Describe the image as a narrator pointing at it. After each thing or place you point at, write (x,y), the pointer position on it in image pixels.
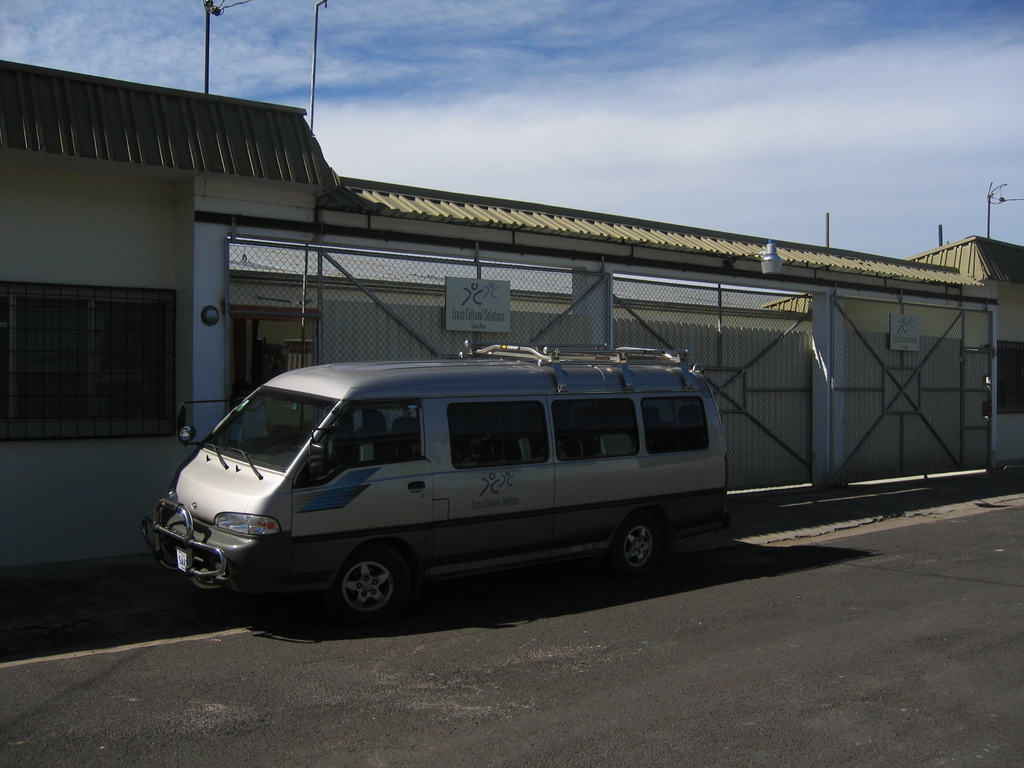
In this image we can see a vehicle (436,392) on the road (441,702). In the background (486,315) we can see walls (197,365), roofs (670,227), boards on the gates (872,315), poles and clouds (301,16) in the sky (409,40).
